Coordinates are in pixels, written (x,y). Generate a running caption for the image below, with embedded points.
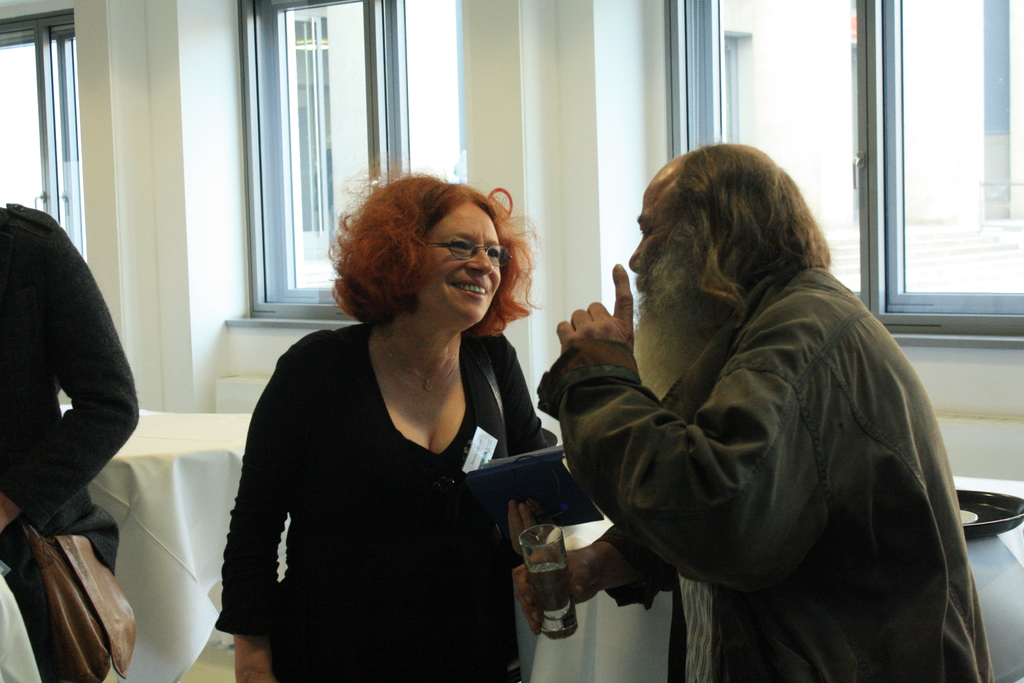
As we can see in the image there is a wall (525,186), windows (343,178), few people (537,415) and tables (173,478). On table (979,539) there is a white color cloth (1011,567) and bowl (998,515).
